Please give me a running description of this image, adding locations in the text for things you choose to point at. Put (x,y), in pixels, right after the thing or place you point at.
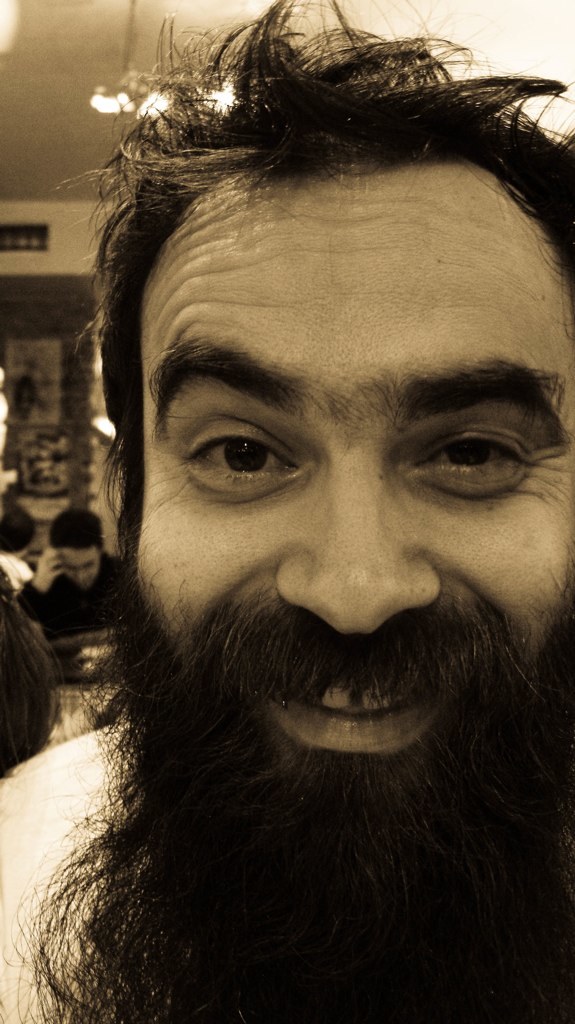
In this image I can see a person (390,398) with long beard (358,829) which is black in color. In the background (64,660) I can see few other persons (63,573), the wall (81,243), the ceiling (57,90) and few lights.
